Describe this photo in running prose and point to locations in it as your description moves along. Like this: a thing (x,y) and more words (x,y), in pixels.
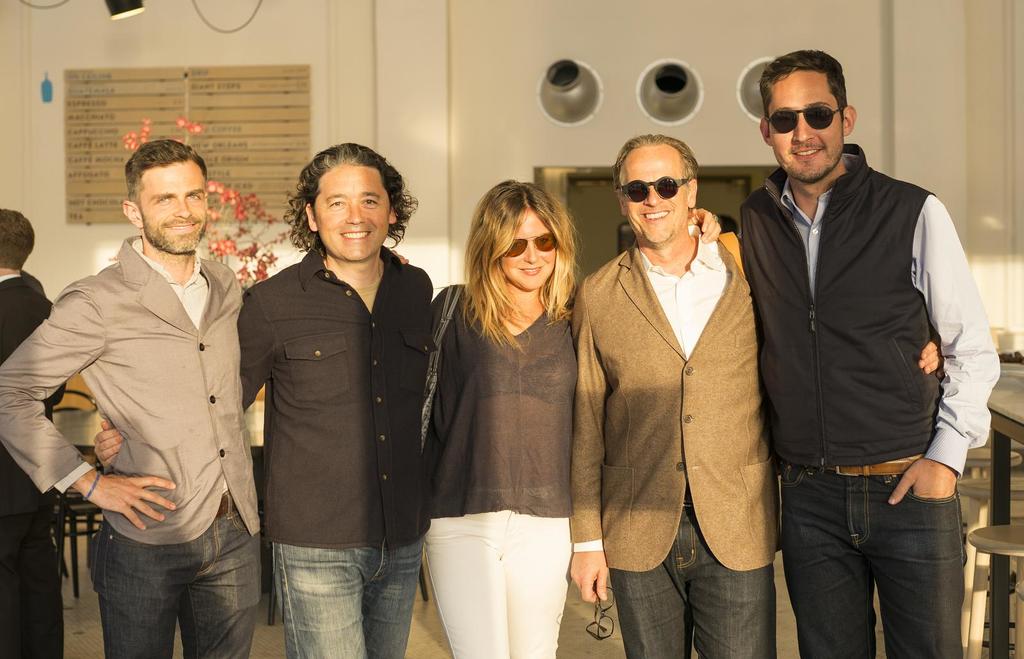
In this image there are a few people (527,411) standing with a smile on their face (518,228) is posing for the camera, behind them there are tables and chairs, on the wall (310,135) there is a name board (155,106).
